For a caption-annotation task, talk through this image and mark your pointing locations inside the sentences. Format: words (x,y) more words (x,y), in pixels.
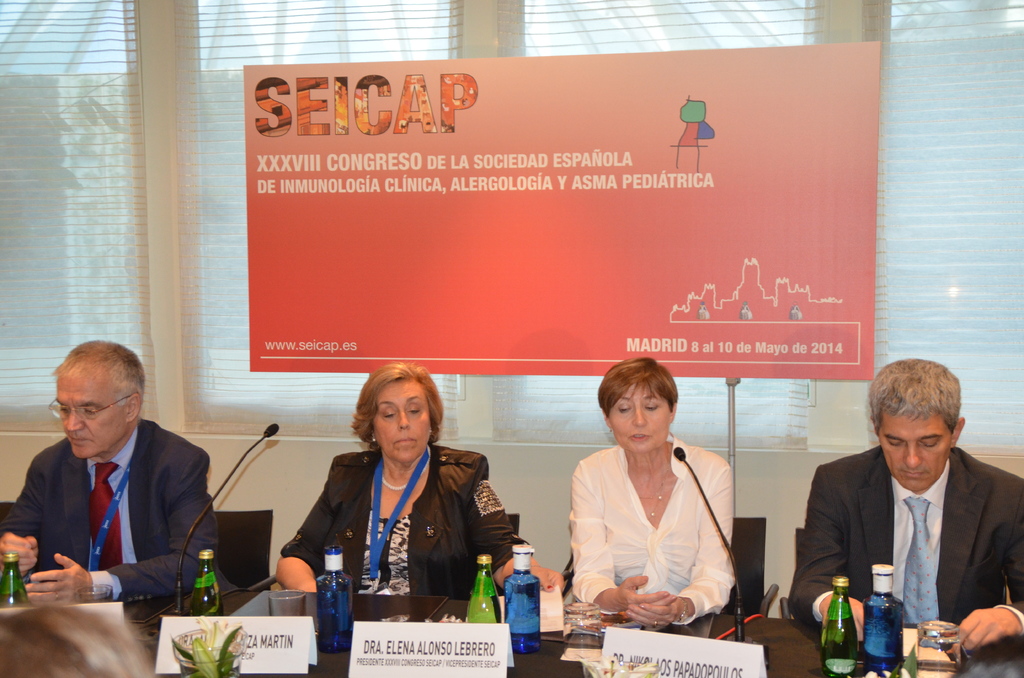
In this image I can see two men (73,376) and two women (373,376) are sitting on chairs (267,538). I can also see he is wearing a specs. Here on this table (131,605) I can see few bottles (22,601) and few mics (242,456). In the background (273,326) I can see a board (358,85).
